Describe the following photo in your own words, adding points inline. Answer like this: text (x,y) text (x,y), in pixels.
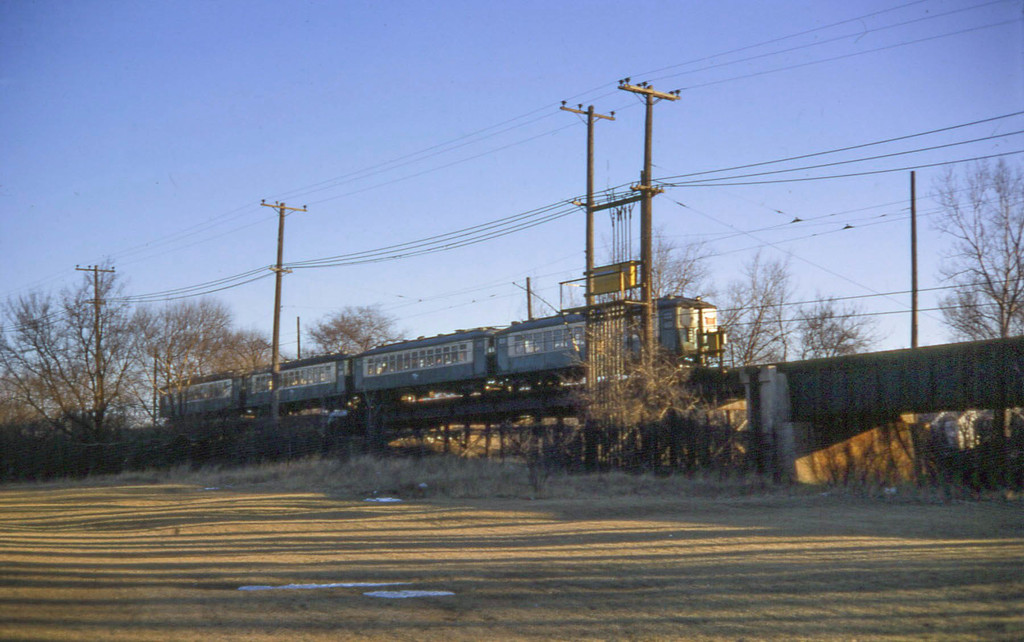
In this image there is a train (455,348) on the bridge (581,415). There are electrical poles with cables (571,200). There are trees (67,353), poles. At the bottom of the image (398,498) there is grass (305,512) on the surface (415,519). In the background of the image (284,161) there is sky (253,54).
